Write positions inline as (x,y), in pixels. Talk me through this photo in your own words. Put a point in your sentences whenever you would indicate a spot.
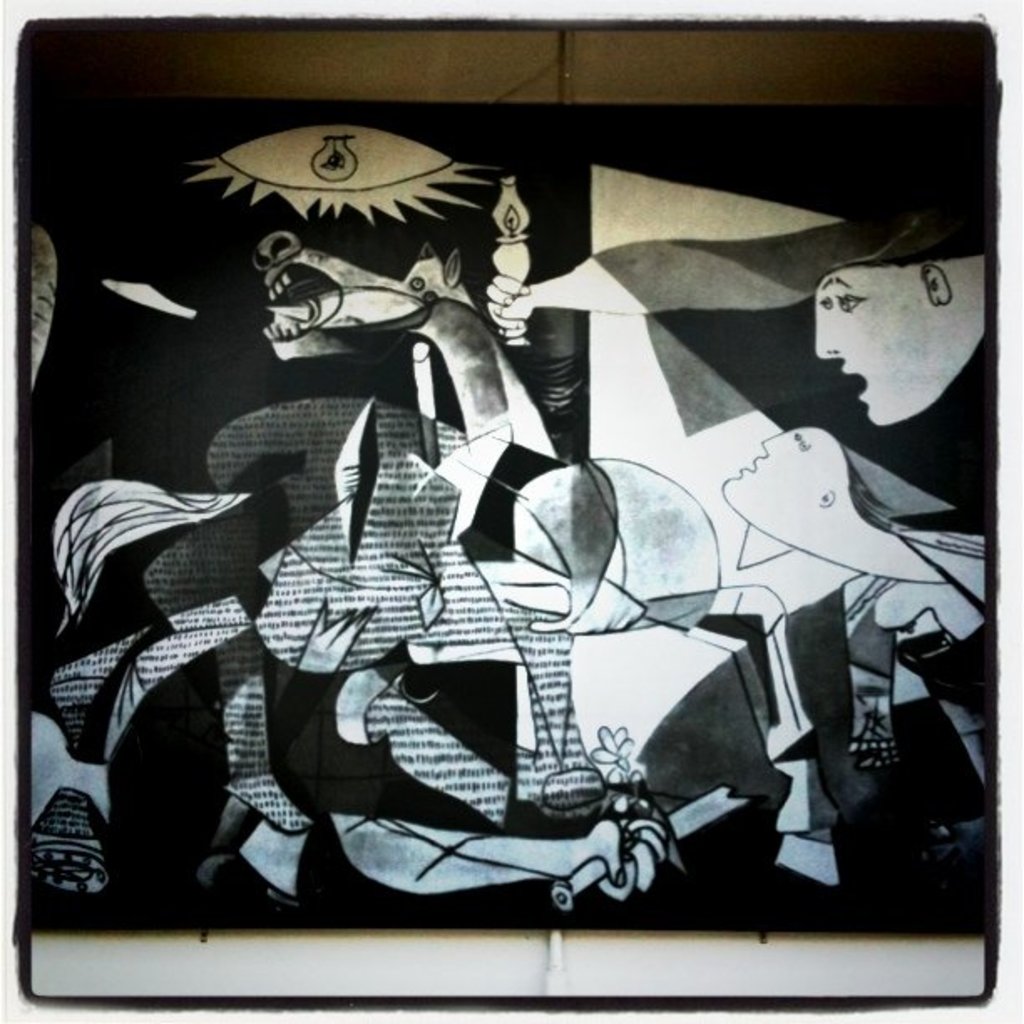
In this picture I can see the painting (733,587) which is placed on the wall (749,941). At the bottom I can see the pipe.
